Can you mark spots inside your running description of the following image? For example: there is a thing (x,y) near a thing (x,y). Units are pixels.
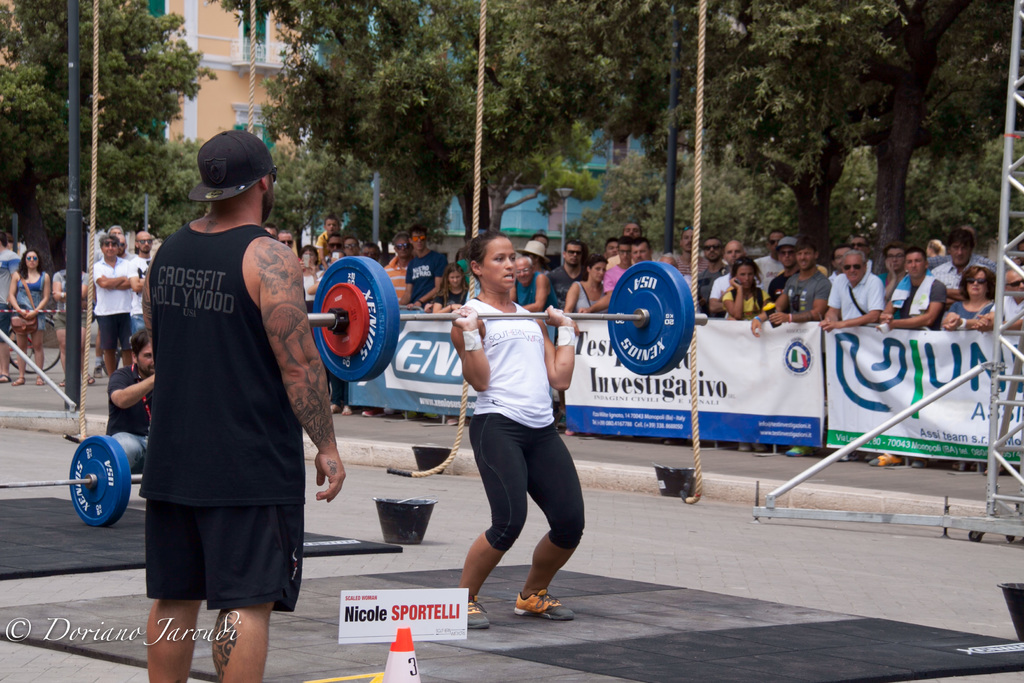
In this image, we can see a person (557,384) lifting weights (367,332). There is an another person (231,410) standing and wearing a cap (219,163). There are ropes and poles (74,282) beside the road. There are some persons (951,285) standing behind banners (808,339). In the background of the image (742,98), there are some trees (648,82).
